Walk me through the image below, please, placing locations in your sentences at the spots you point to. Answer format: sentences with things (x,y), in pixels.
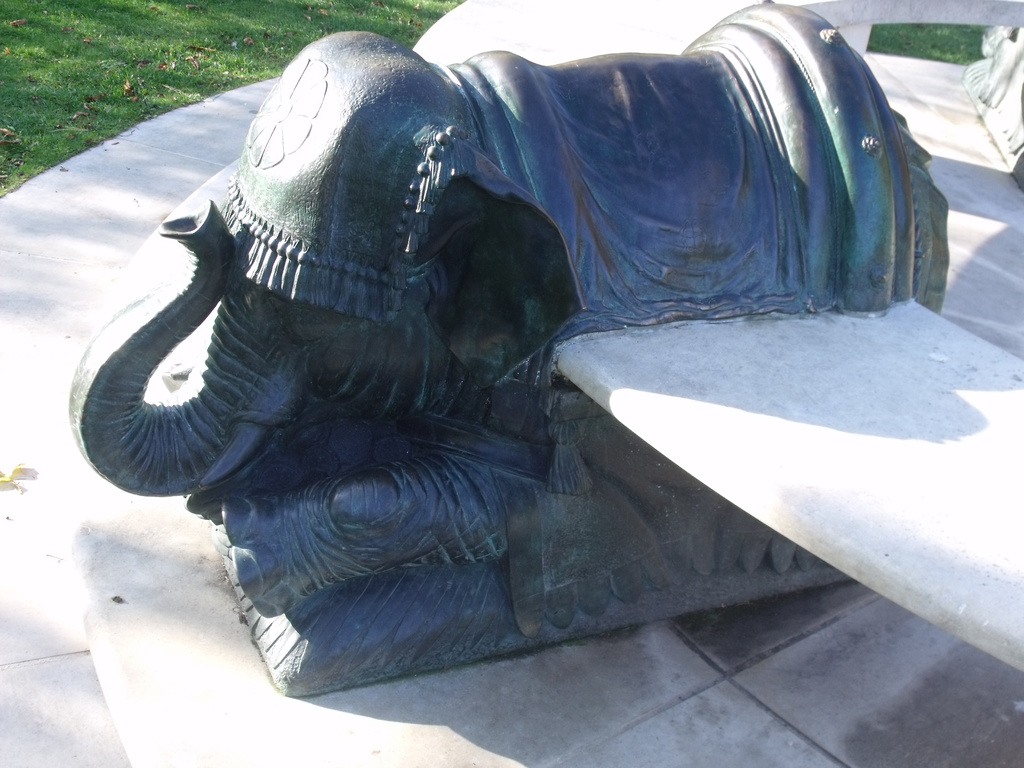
In this picture we can see statue of an elephant (363,337) in the middle of the image (362,302), and also we can see grass (96,47).
